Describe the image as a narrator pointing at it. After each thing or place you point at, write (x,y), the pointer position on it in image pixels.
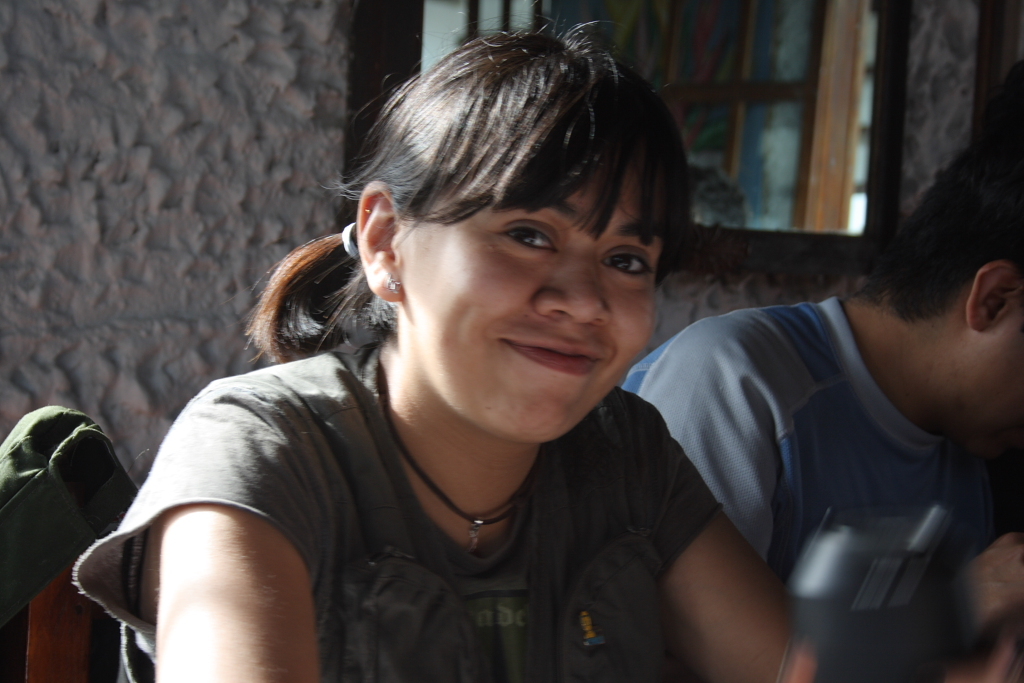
In this image in the front (656,455) there are persons (728,455) and there is a woman (451,516) smiling. In the background (230,99) there is a wall (230,99) and there is a window (765,105) and there is an object (43,499) which is green in colour on the chair (67,576).
